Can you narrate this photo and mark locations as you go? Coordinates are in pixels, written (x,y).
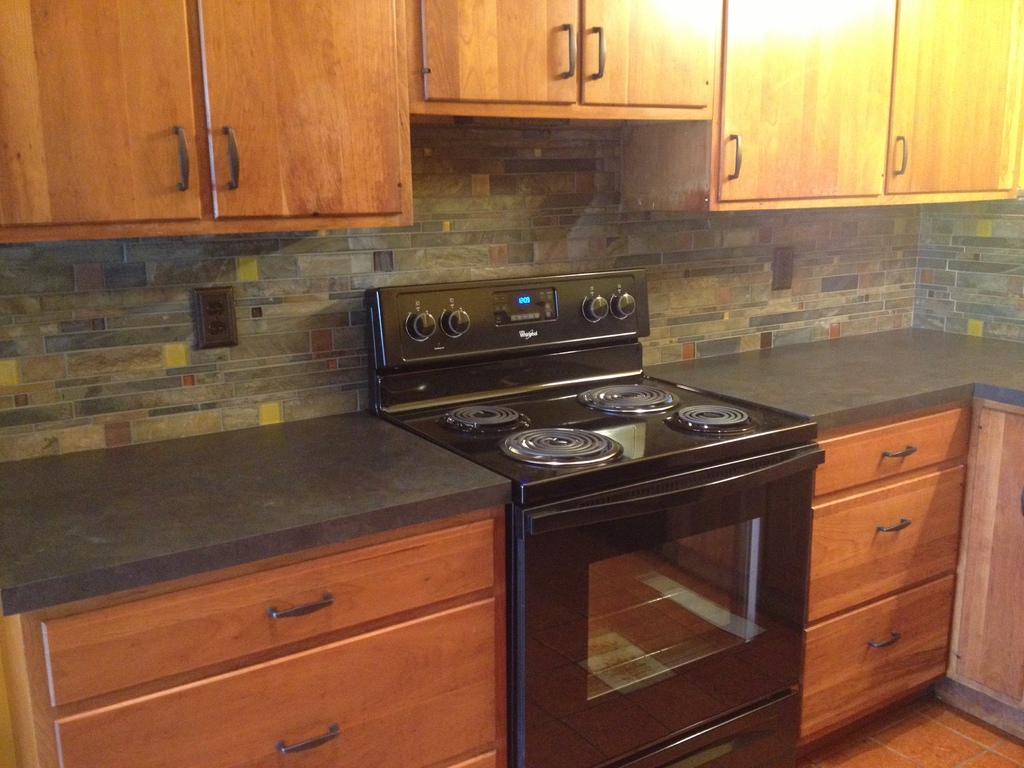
There is a black color stove (630,440) and an oven (699,612) and there are few cupboards (883,571) on either sides and above it.
